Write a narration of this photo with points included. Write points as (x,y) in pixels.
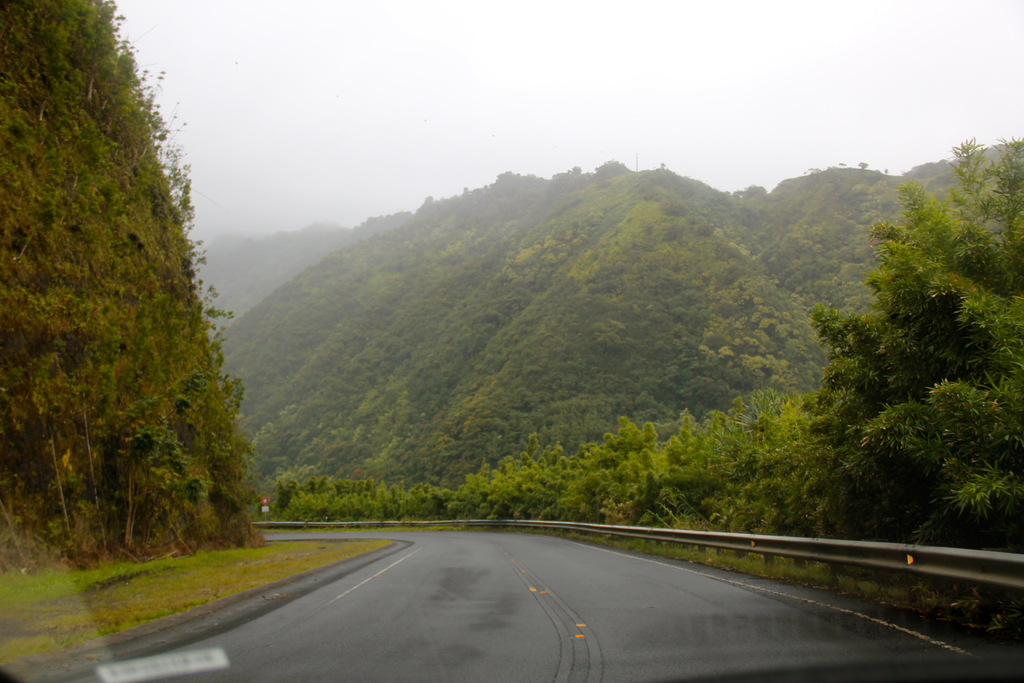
In the picture we can see a ghat road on the side, we can see a railing (963,560) and on the two sides we can see a grass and hills (42,280) with plants (230,393) and trees (605,508) and in the background (681,46) we can see a sky (562,67) with clouds (798,93).
